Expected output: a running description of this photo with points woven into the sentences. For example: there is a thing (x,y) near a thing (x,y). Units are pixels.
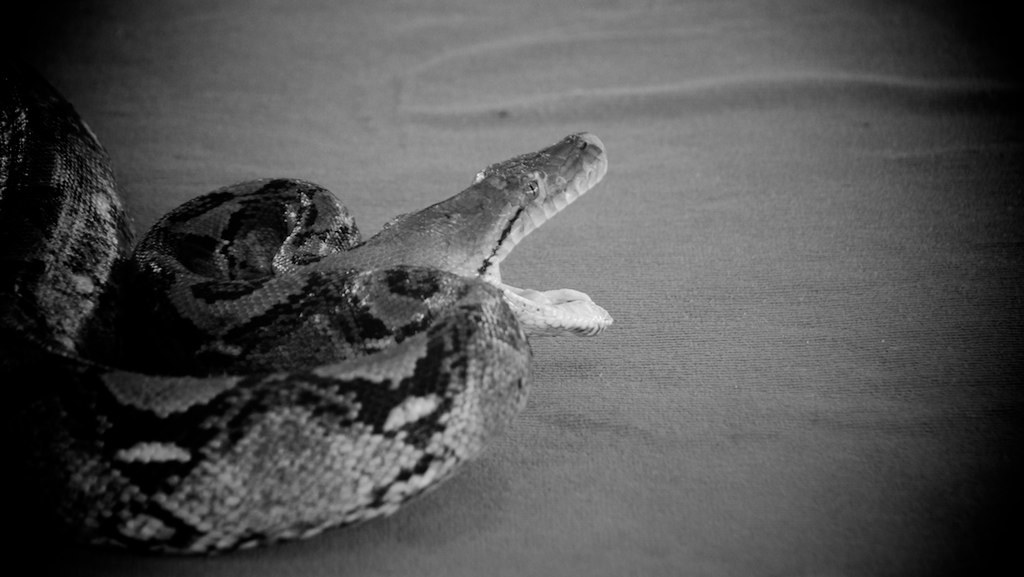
In this image I can see the black and white picture in which I can see the snake (432,276) which is black in color on the surface (633,385).
